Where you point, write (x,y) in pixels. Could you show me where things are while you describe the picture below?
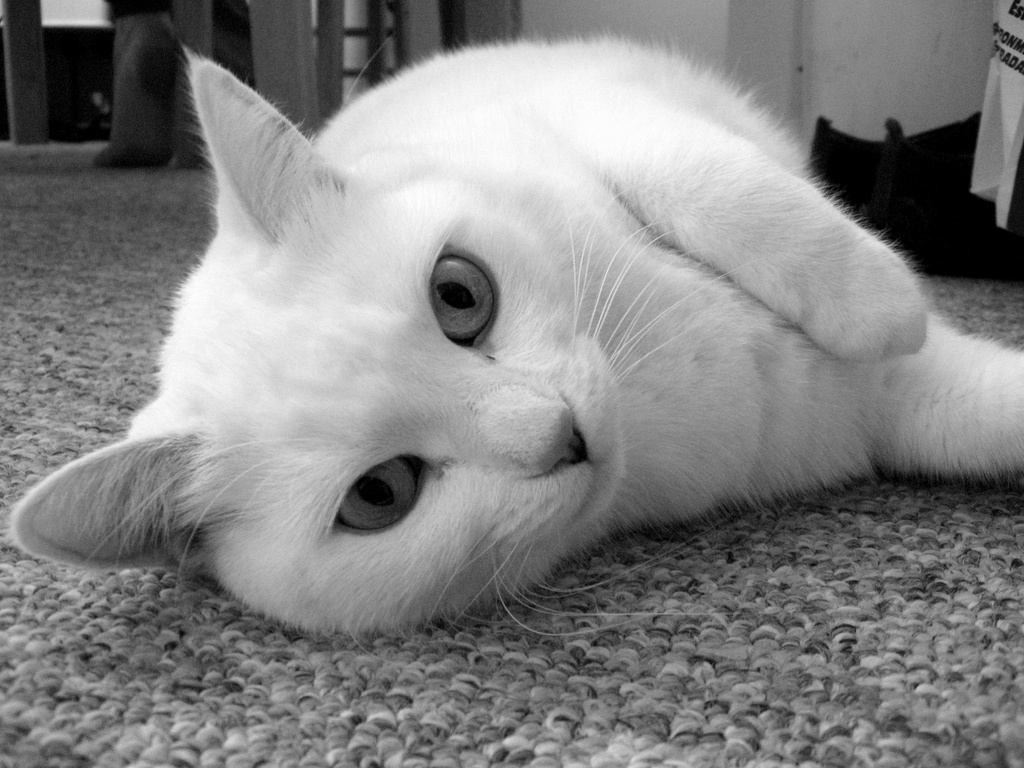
This is a black and white picture. In the middle of the picture (405,438), we see a white cat (471,309) is lying on the carpet (552,667). On the right side (1012,111), we see a cloth (1023,127) in white color. Beside that, we see a black bag (915,155). Behind that, we see a white wall (713,22). At the top (313,40), we see a wooden chair (282,61). In the background (352,22), we see a wall (351,9).
